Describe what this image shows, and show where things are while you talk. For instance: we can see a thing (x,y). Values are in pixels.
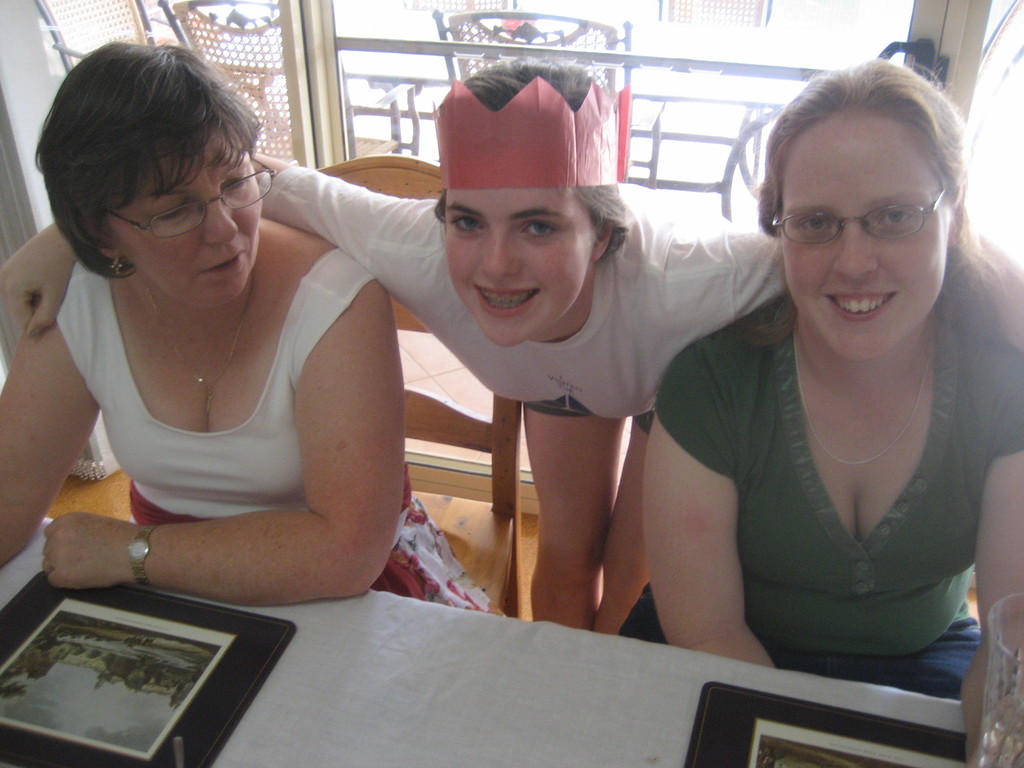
There are two ladies (209,460) sitting in chair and there is photo frame (166,705) in front of them and there is another person (509,315) standing in middle of them and there are some other objects (685,69) in the background (508,4).
